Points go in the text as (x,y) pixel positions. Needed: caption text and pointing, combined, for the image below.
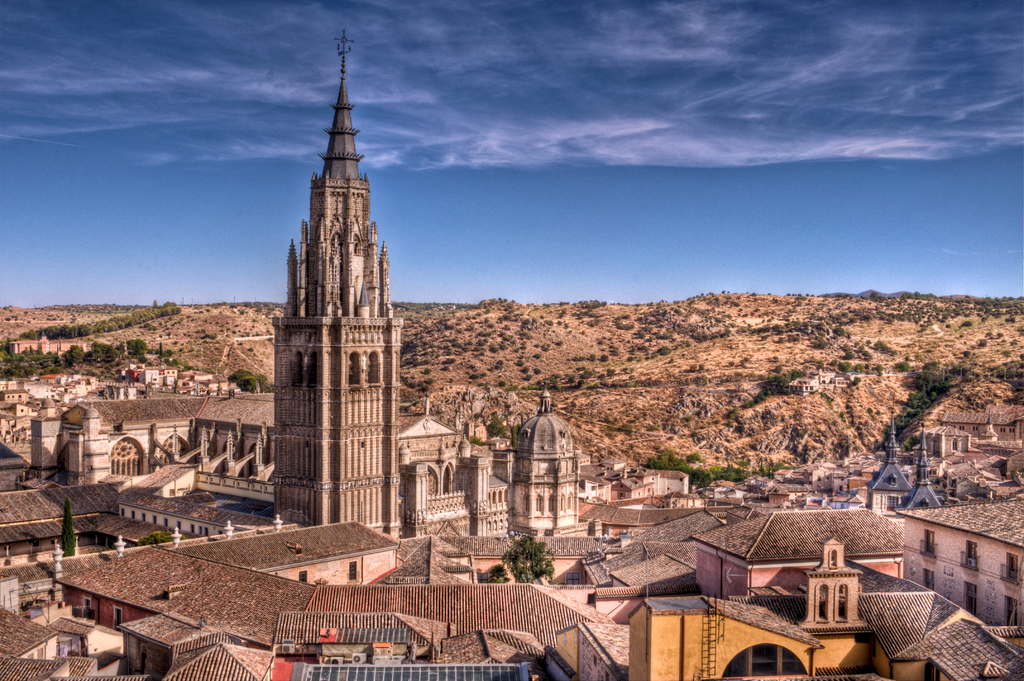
In this image we can see buildings (376,522), trees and other objects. In the background of the image (916,342) there are trees (852,321), plants (766,331) and other objects (565,344). At the top of the image (541,183) there is the sky (796,91).
